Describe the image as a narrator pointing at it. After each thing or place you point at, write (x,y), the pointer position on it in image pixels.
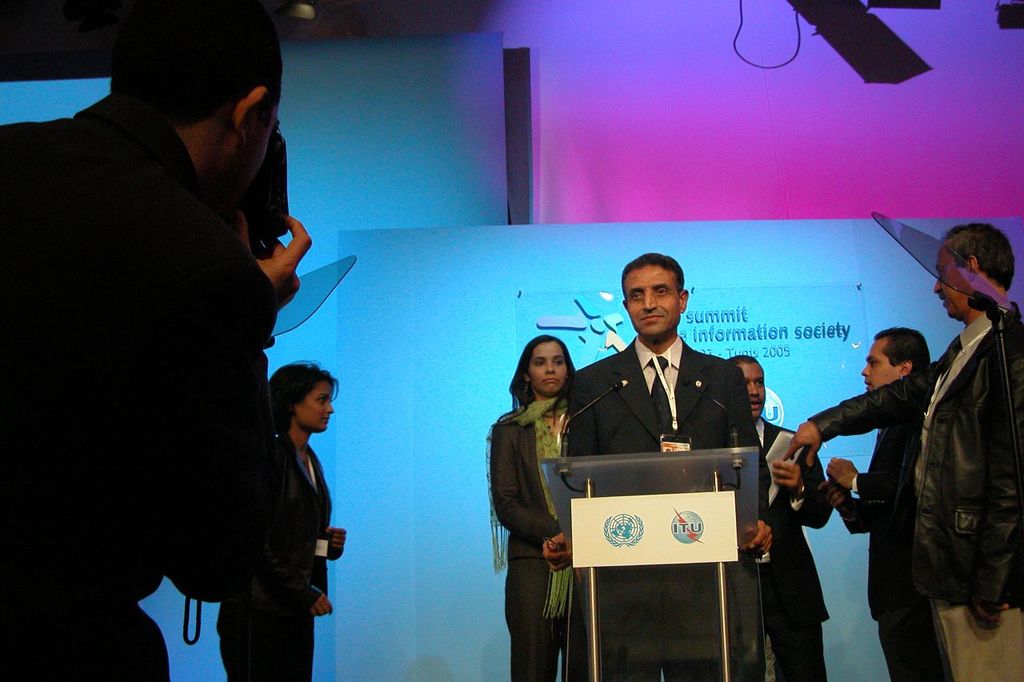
In this image we can see people (578,645), podium (726,668), mics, and objects (926,256). In the background (535,328) we can see a banner (449,243).
